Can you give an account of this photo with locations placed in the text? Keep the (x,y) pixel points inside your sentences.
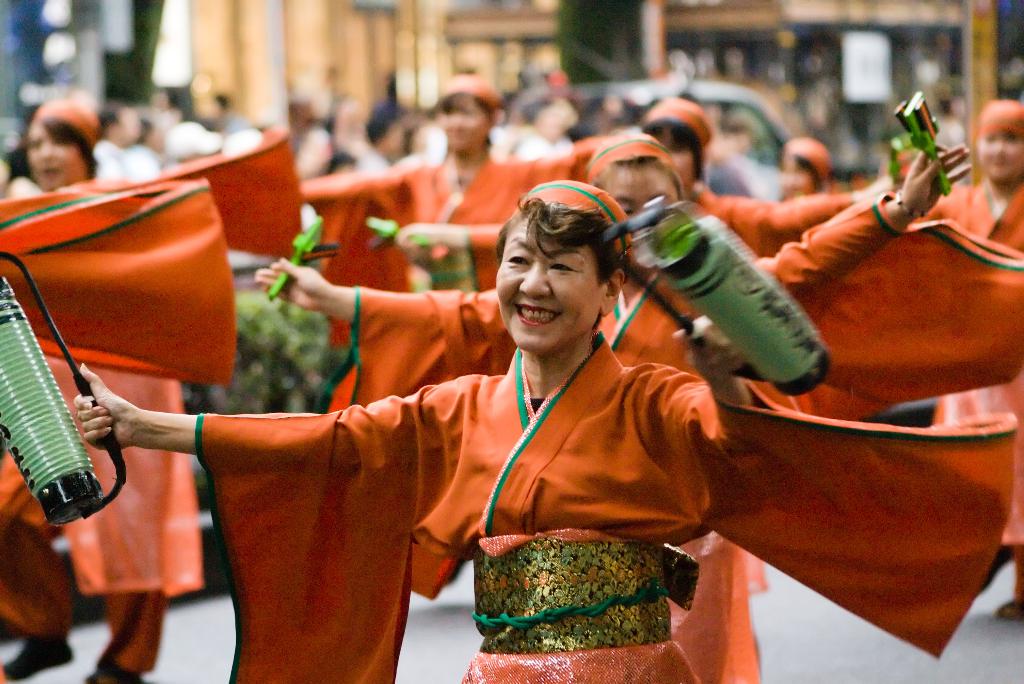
In this image in the middle (536,360), there is a woman (546,347), she is dancing, behind her there are women (604,155), they are dancing, they are holding some items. In the background (383,159) there are many people (317,159), car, buildings (527,54). At the bottom (465,628) there is road (449,632).
